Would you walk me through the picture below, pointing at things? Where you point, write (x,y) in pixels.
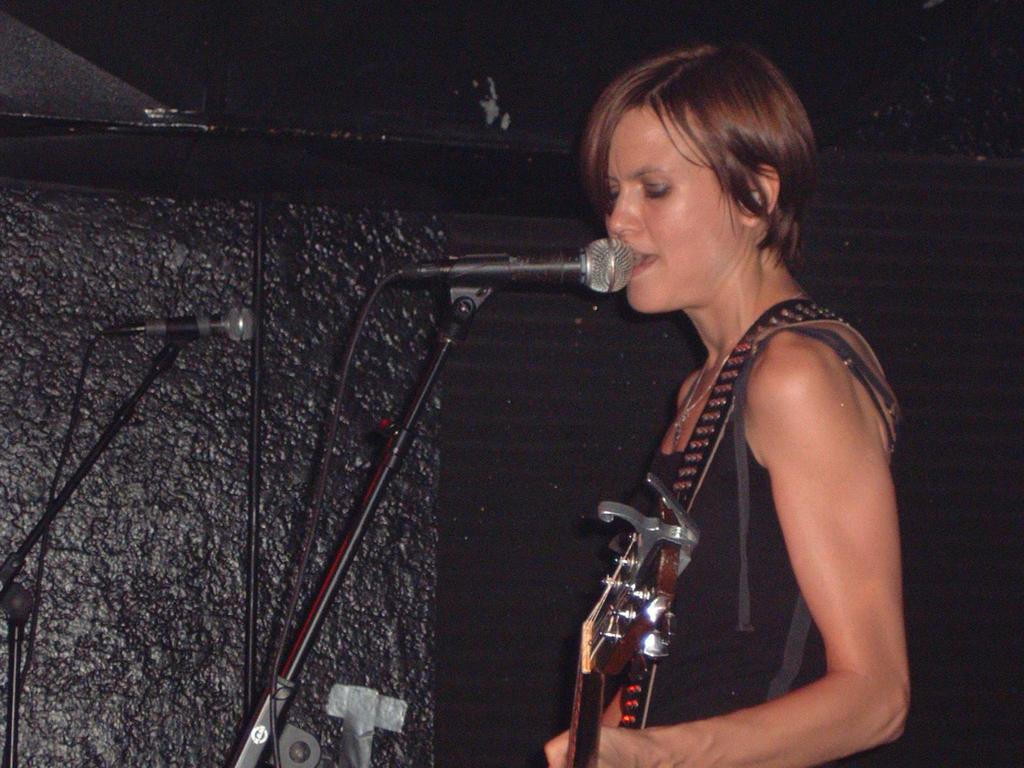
In the picture a woman (555,761) is standing she is singing a song, she is wearing a guitar (630,655) around her shoulder (830,392), in the background (111,496) there is a black color wall (183,534).
